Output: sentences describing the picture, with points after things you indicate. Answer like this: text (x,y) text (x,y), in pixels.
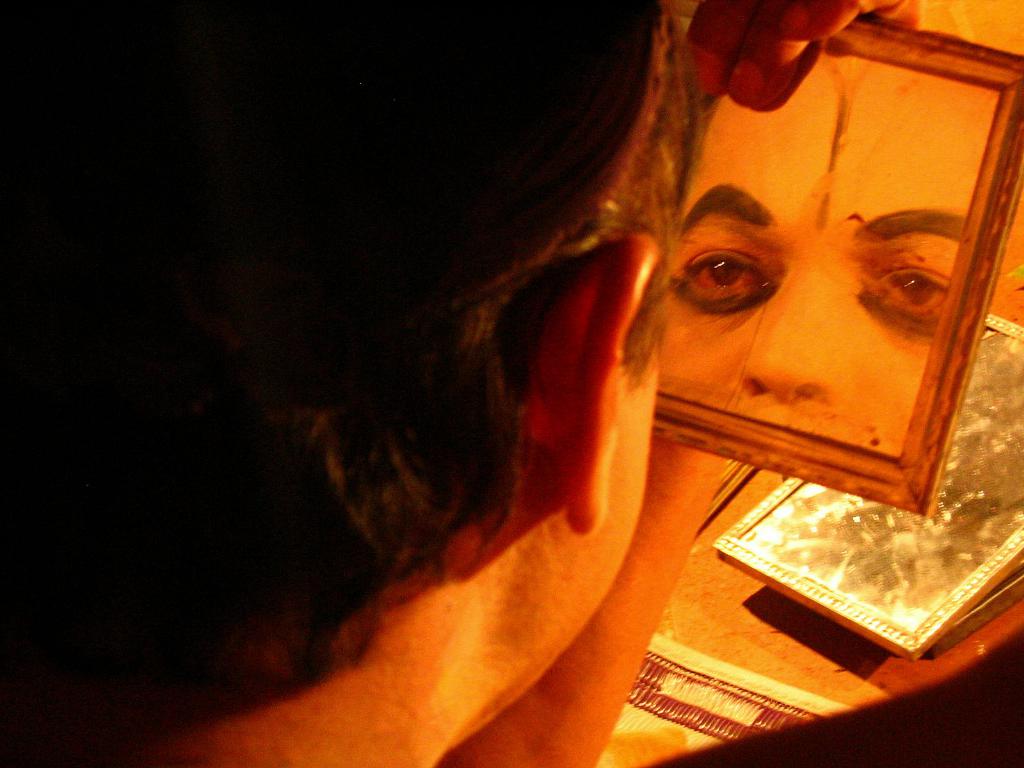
In this image I can see a man (630,342) and I can see he is holding a mirror (701,280). I can also see reflection (848,59) of his face (837,135) on the mirror (882,316). On the bottom right side of this image (1020,548) I can see one more mirror (976,553).
